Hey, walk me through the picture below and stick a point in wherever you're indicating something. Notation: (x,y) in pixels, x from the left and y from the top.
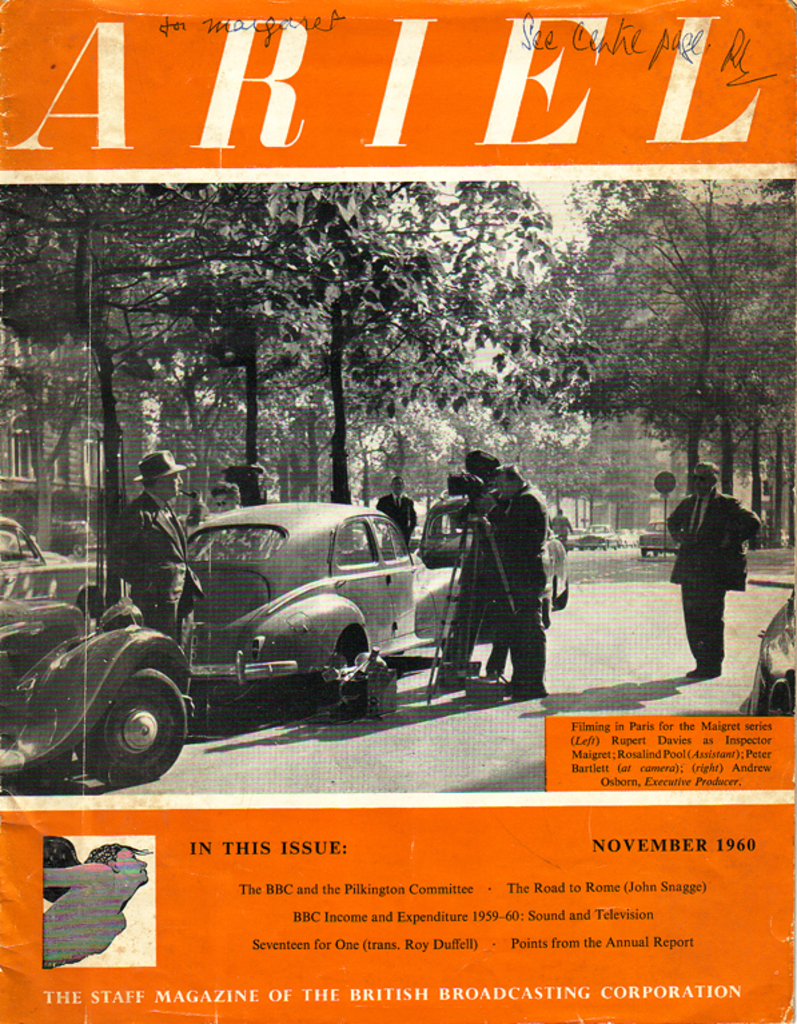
In this picture I can see poster (52,121) and few people (163,529) are standing and I can see text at the top (410,103) and bottom of the picture (717,723) and I can see cars (384,646) and few people (526,630) standing and a camera (451,494) on the tripod (464,555) and I can see buildings (649,476) and trees (431,366).
